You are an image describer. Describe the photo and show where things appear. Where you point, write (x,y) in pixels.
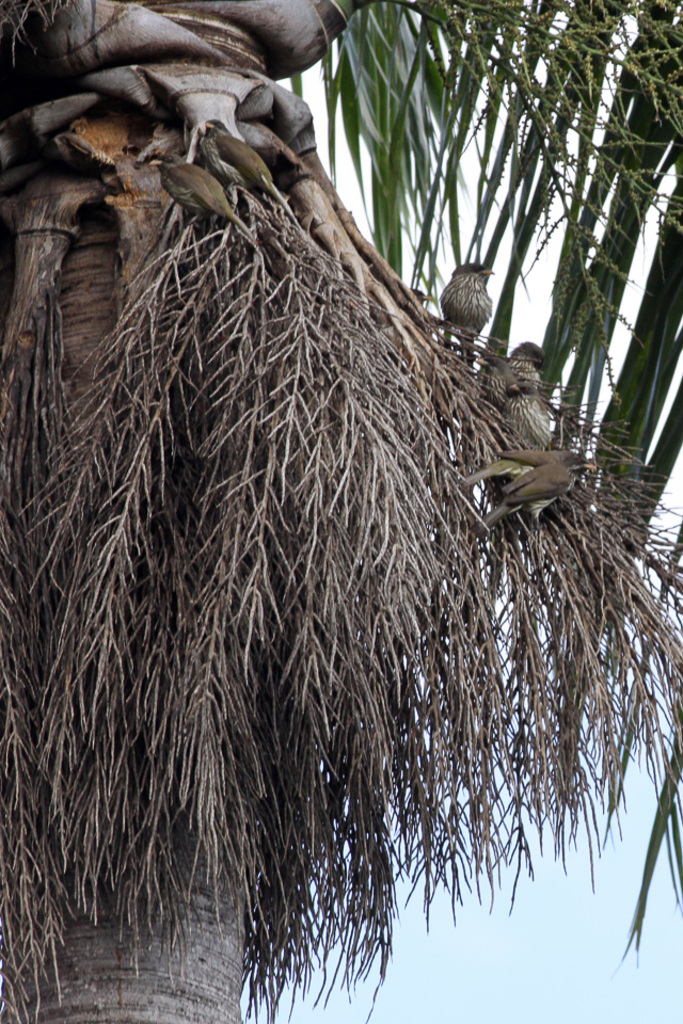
In this image we can see birds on the tree (309,531). In the background (577,862), we can see the blue color sky (380,1001).
